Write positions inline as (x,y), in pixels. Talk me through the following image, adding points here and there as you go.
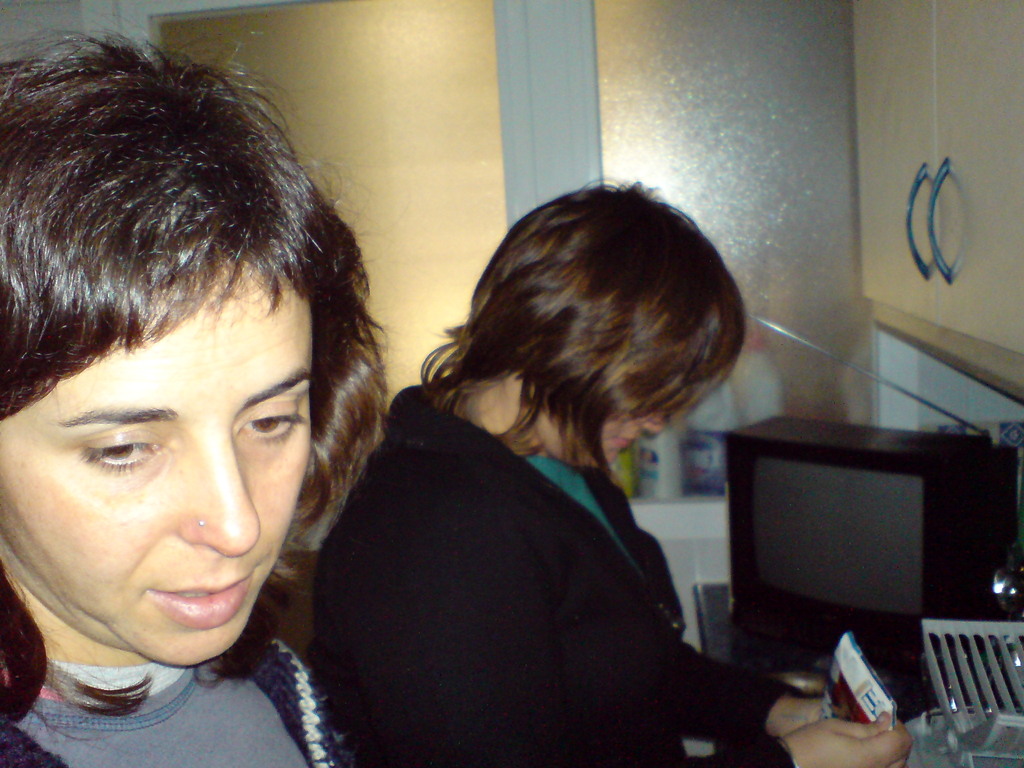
In this image I can see two women (392,628) and I can see one of them is wearing black jacket (471,625). In the background (842,477) I can see a television (842,477), few bottles (713,444) and here I can see she is holding an object (842,684).
